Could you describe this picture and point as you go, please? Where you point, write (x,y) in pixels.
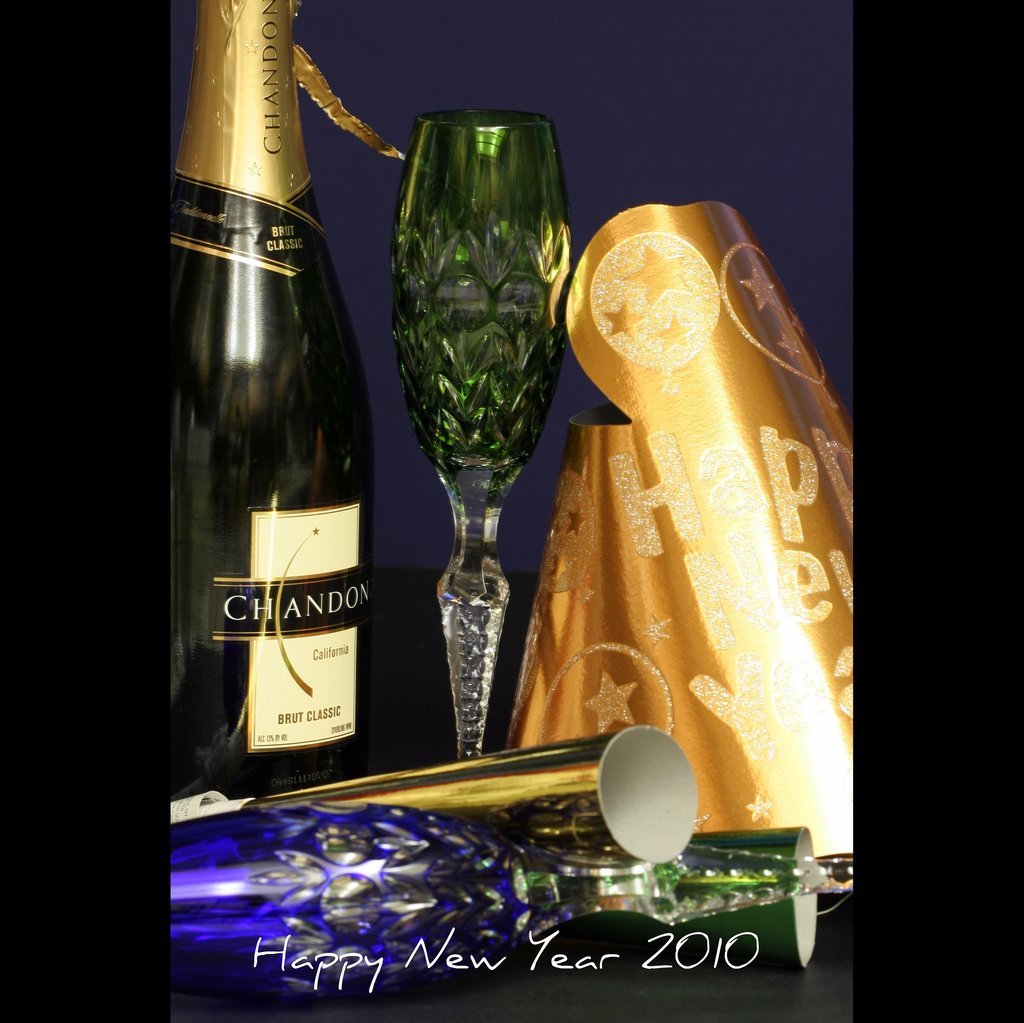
In this image there is a wine bottle (342,389), glass (243,948) and few other objects (687,839) on the table (634,967). In the background of the image (697,109) there is a wall (794,91).
